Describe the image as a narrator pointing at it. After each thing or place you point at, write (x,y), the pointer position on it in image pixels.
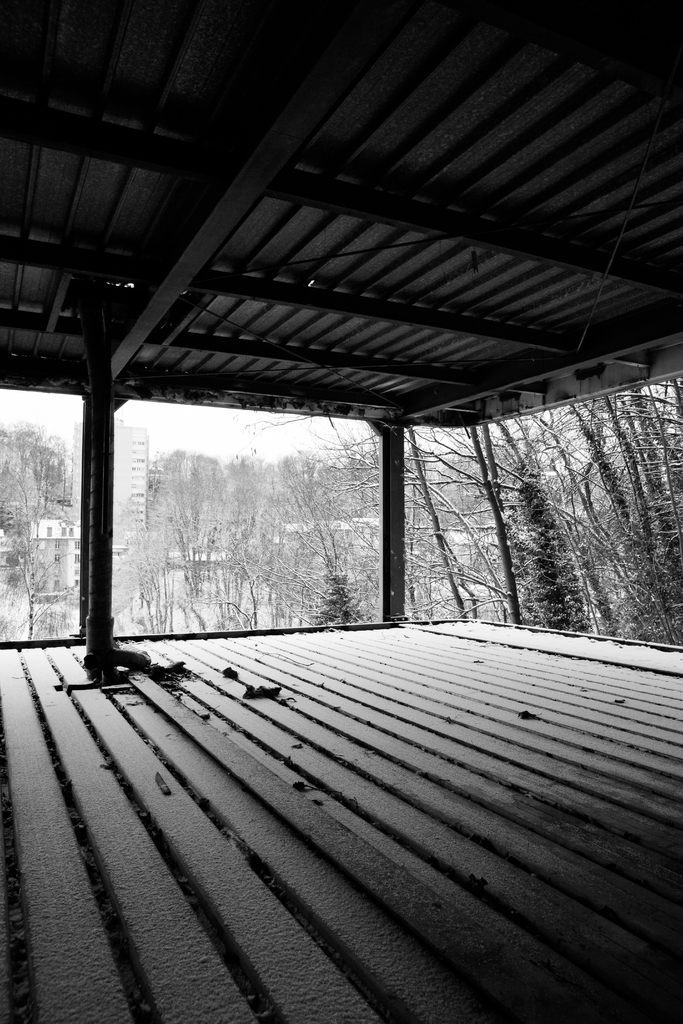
This is a black and white image. In this image we can see trees (422,509). At the top of the image (223,200) there is ceiling (340,210). At the bottom of the image (247,749) there is floor (232,766). There are pillars (385,575).
